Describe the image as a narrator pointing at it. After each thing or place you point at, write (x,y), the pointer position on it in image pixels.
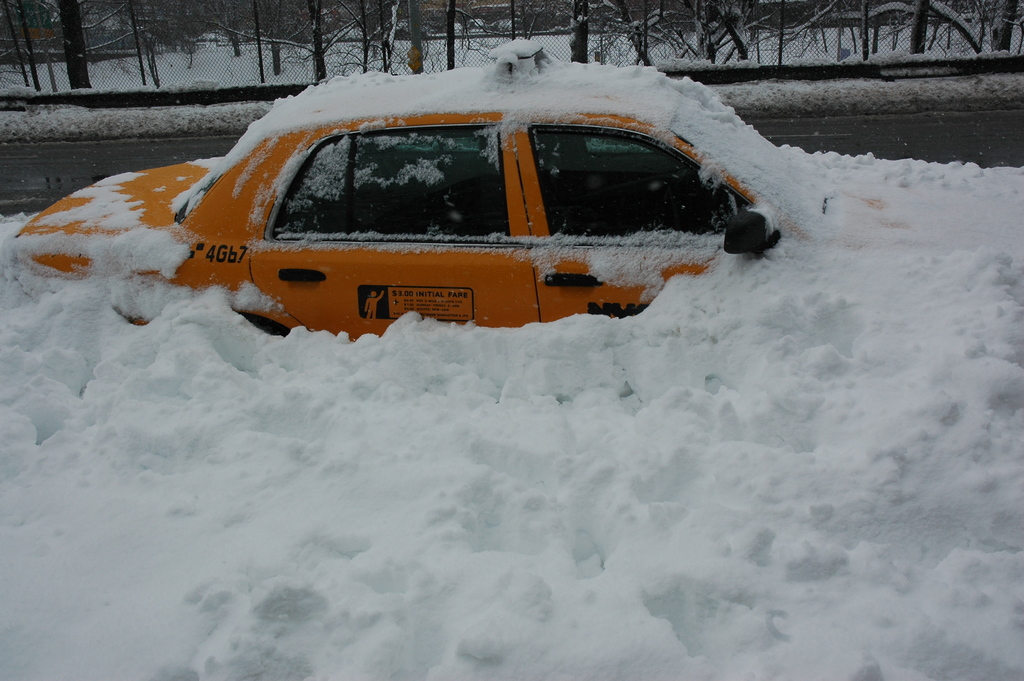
In the image there is a car (339,292) in the front (508,268) covered with snow (719,444) all over it and behind it there is a fence (173,64) followed by trees (278,41) in the background (565,44).
